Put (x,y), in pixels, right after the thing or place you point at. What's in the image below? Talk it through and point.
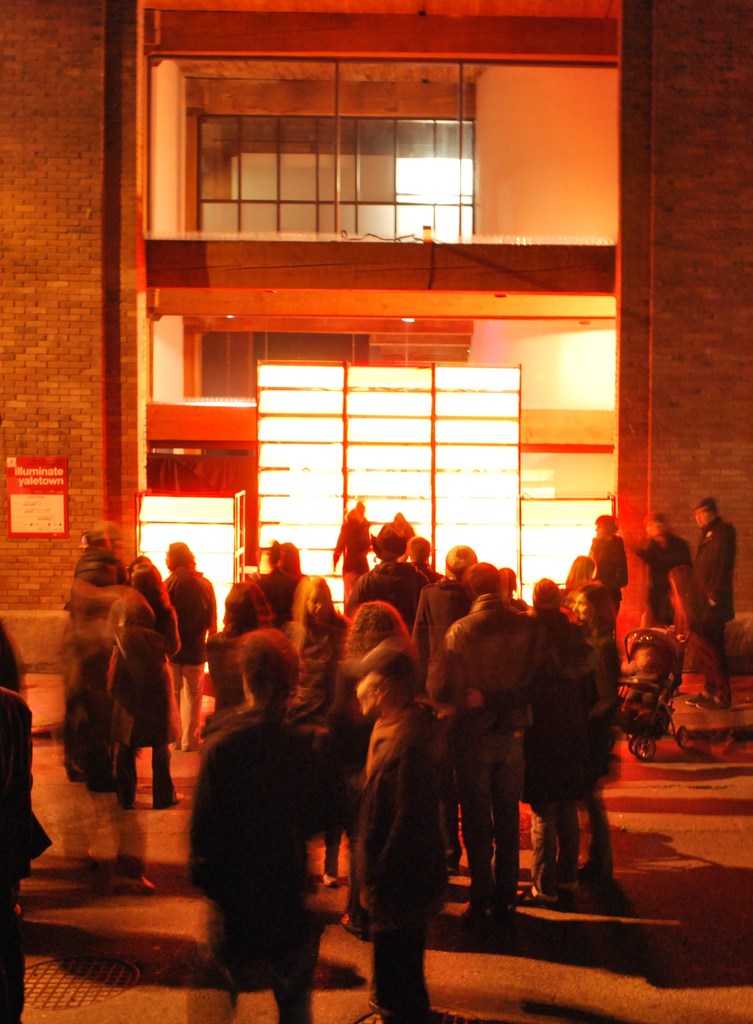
In this image I can see few persons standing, background (77,271) I can see a building (351,42) and few lights (347,379).
